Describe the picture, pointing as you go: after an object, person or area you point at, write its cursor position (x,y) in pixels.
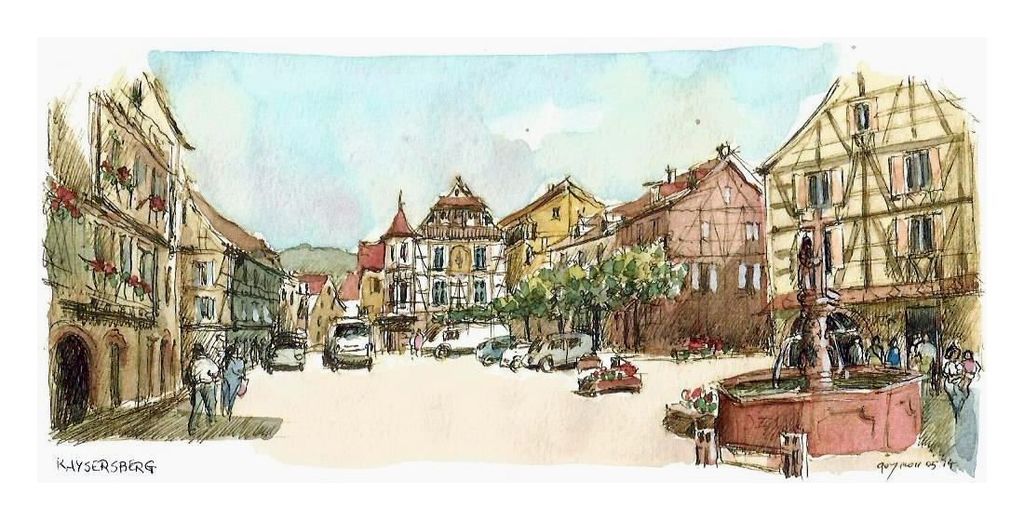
In this image, we can see a painting (666,323). Here we can see buildings (977,273), trees (598,270), water fountains (827,301), few people (873,343), some objects (630,370) and vehicles (540,350). Here there is the sky (375,117). At the bottom of the image (884,473), we can see some text (921,471).
